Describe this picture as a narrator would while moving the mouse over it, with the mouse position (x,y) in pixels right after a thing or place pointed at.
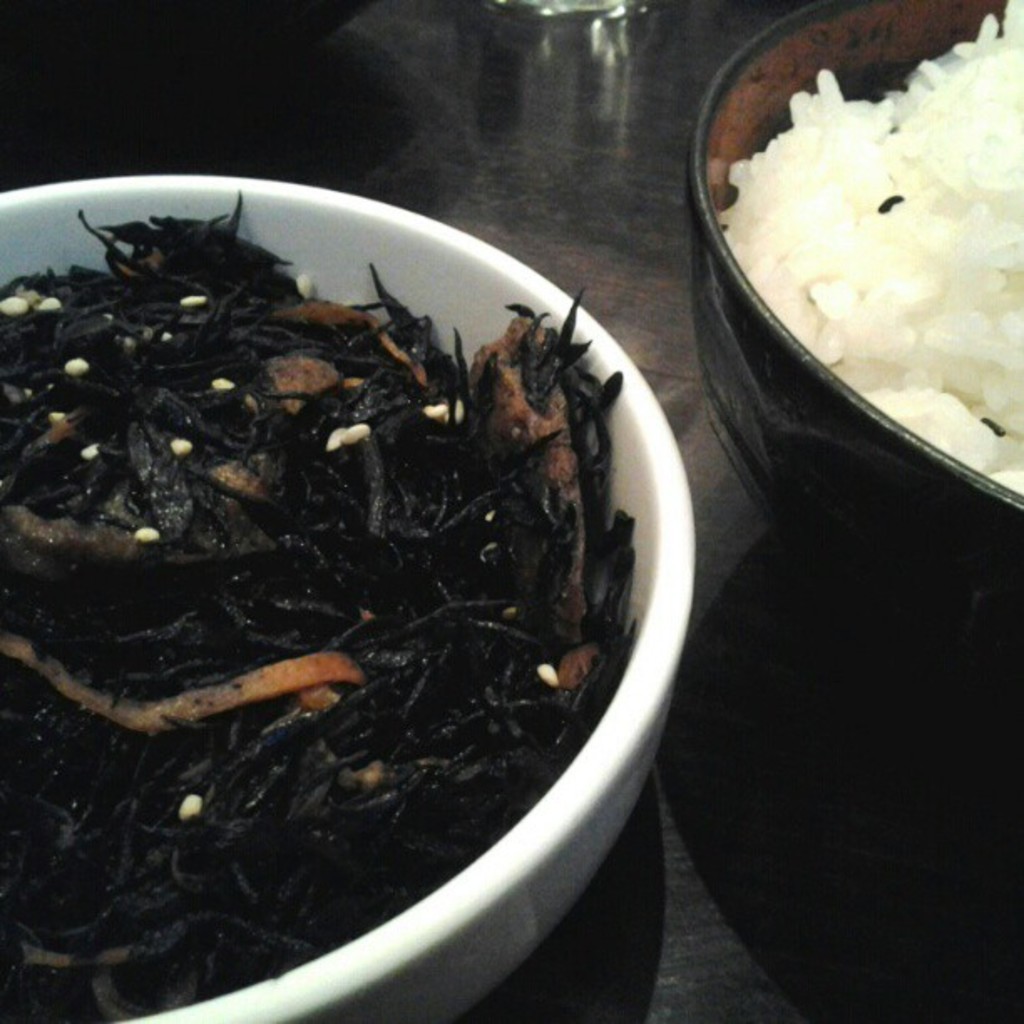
In this image there are two food items (415,406) in two bowls (1011,489) and a glass object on the table (681,309).
